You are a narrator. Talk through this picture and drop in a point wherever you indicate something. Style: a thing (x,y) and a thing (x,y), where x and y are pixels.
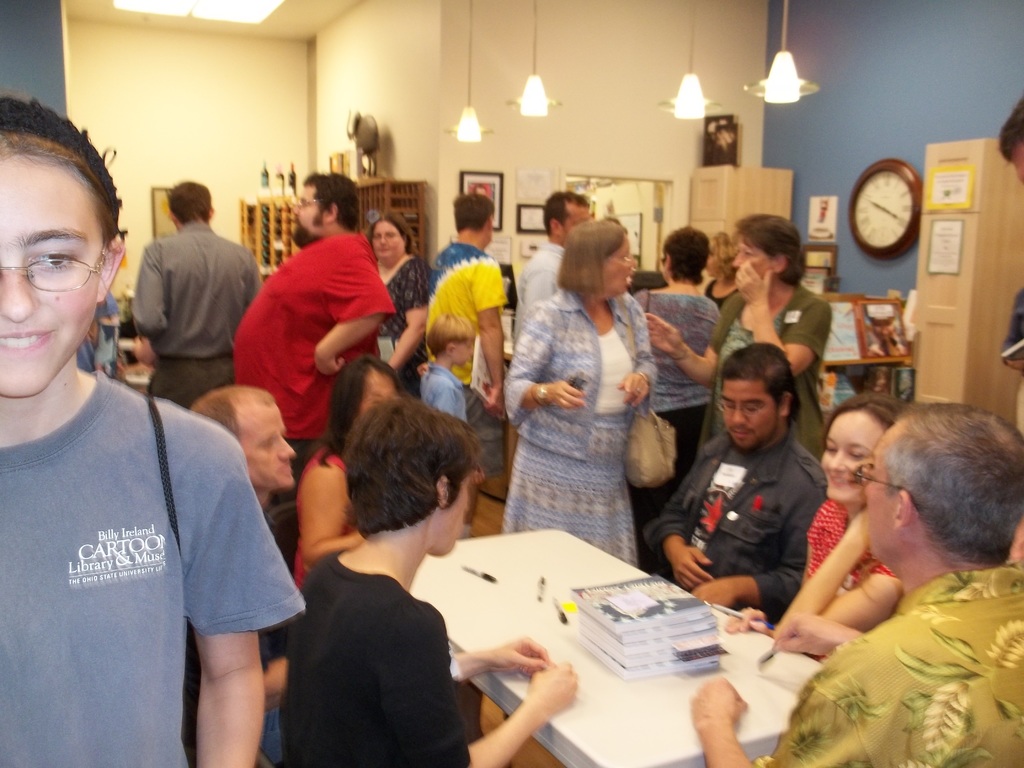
People (535,351) are standing, some people (779,482) are sitting, on the table (638,727) we have books (688,667) and on the wall (878,48) we have clock (891,202), photo frames (479,192), here there are lights (684,87).
